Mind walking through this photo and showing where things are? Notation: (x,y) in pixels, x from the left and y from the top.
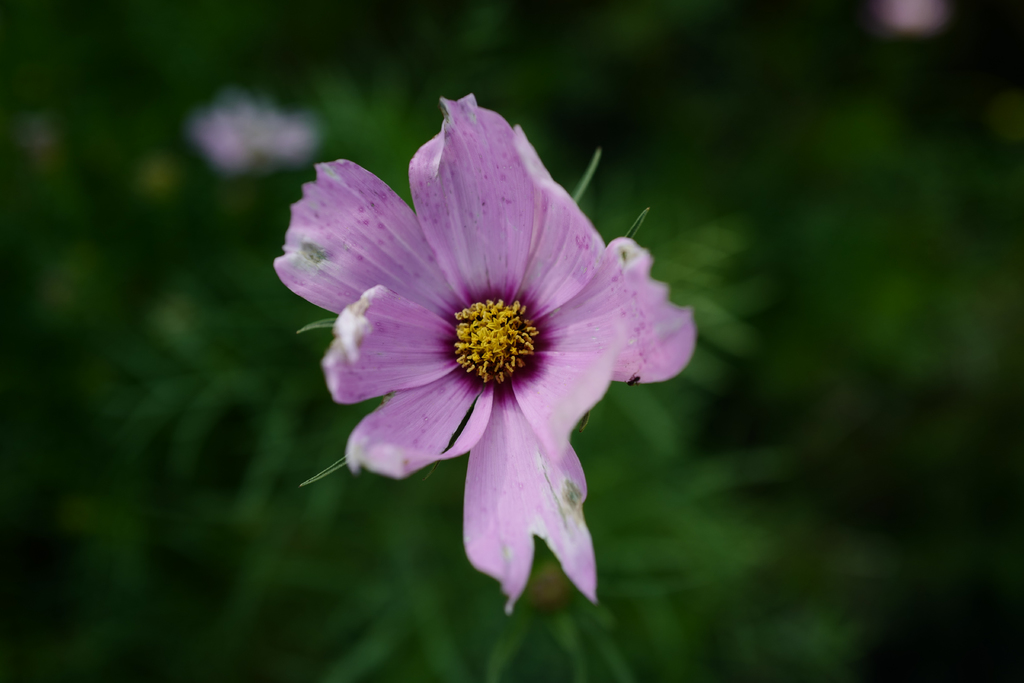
In this picture I can observe a purple color flower (469,254). There are yellow stamens (477,339) on this flower (460,324). The background is in green color which is completely blurred.
